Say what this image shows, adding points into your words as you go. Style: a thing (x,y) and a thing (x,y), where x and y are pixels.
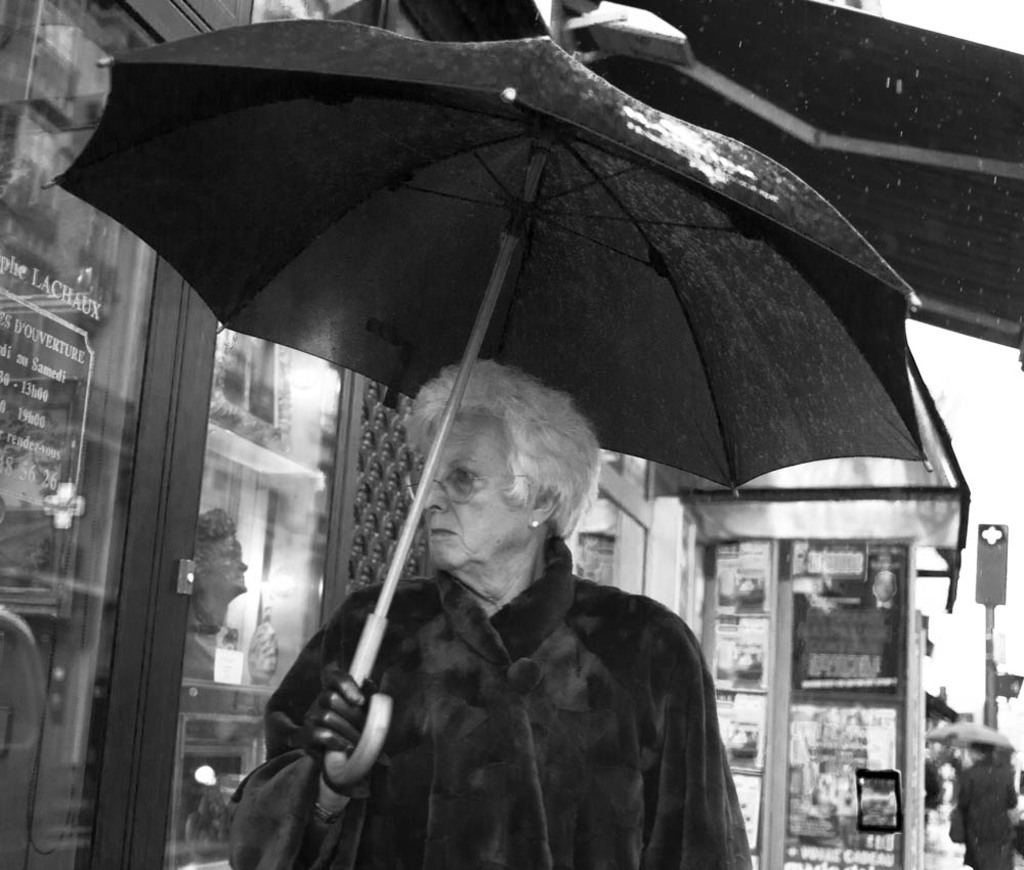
This is a black and white image. In this image, we can see an old woman (474,659) holding an umbrella (364,653). In the background (8,625), we can see glass objects (2,491) and posters (870,611). Through the glasses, we can see sculptures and some objects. In the bottom right corner (986,745), we can see people (998,769) and pole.
